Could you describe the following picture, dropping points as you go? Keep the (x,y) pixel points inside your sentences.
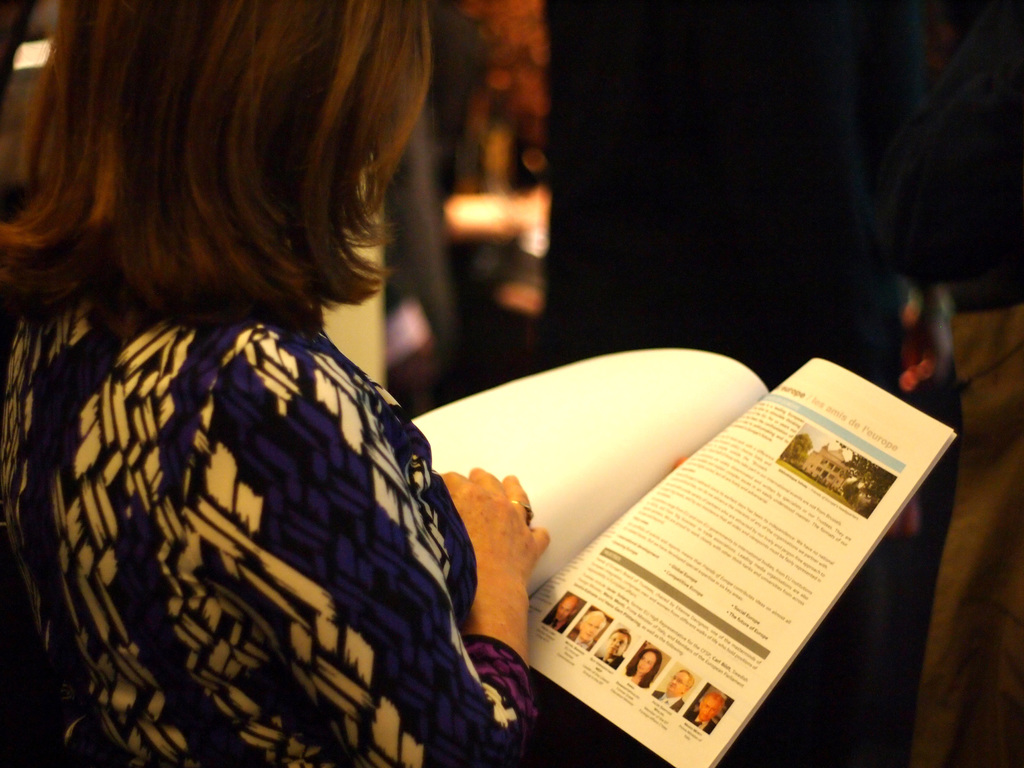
In this picture there is a woman (216,417) who is holding a book (646,605). In the back (563,157) I can see the blur image.
